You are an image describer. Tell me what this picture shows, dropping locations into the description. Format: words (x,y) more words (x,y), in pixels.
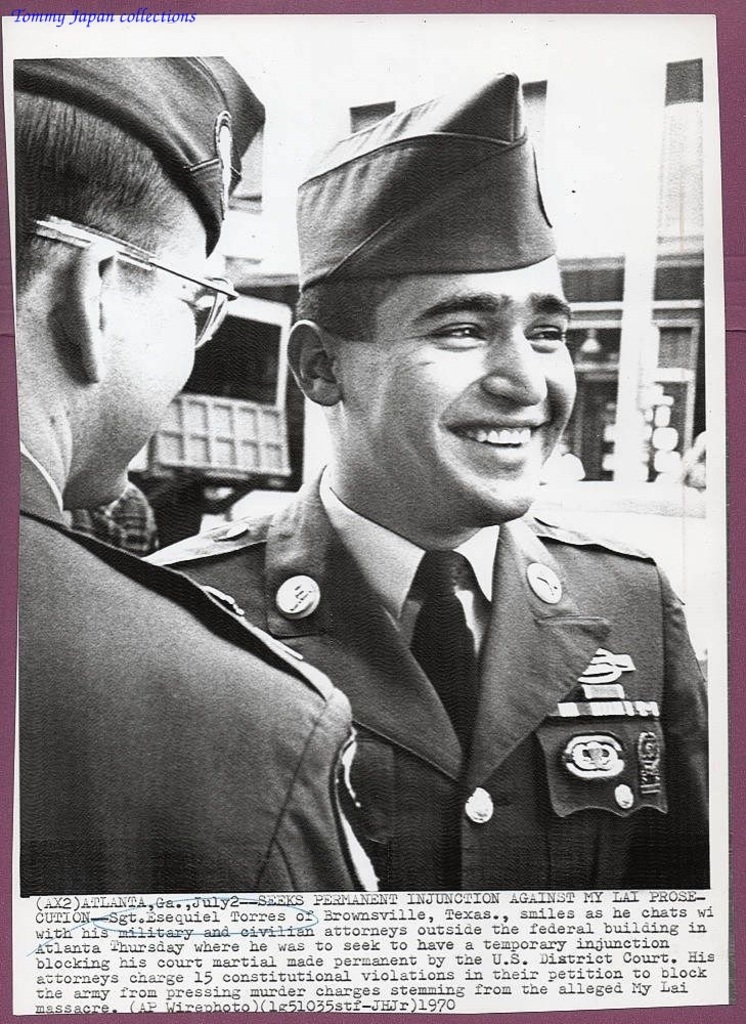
In this picture, it looks like a paper (193,900). On the paper (150,736) there is a black and white image (140,591) of two people (189,667). Behind the people (220,562), it looks like a vehicle (244,419) and a building (577,316). On the paper (445,985) it is written something.
